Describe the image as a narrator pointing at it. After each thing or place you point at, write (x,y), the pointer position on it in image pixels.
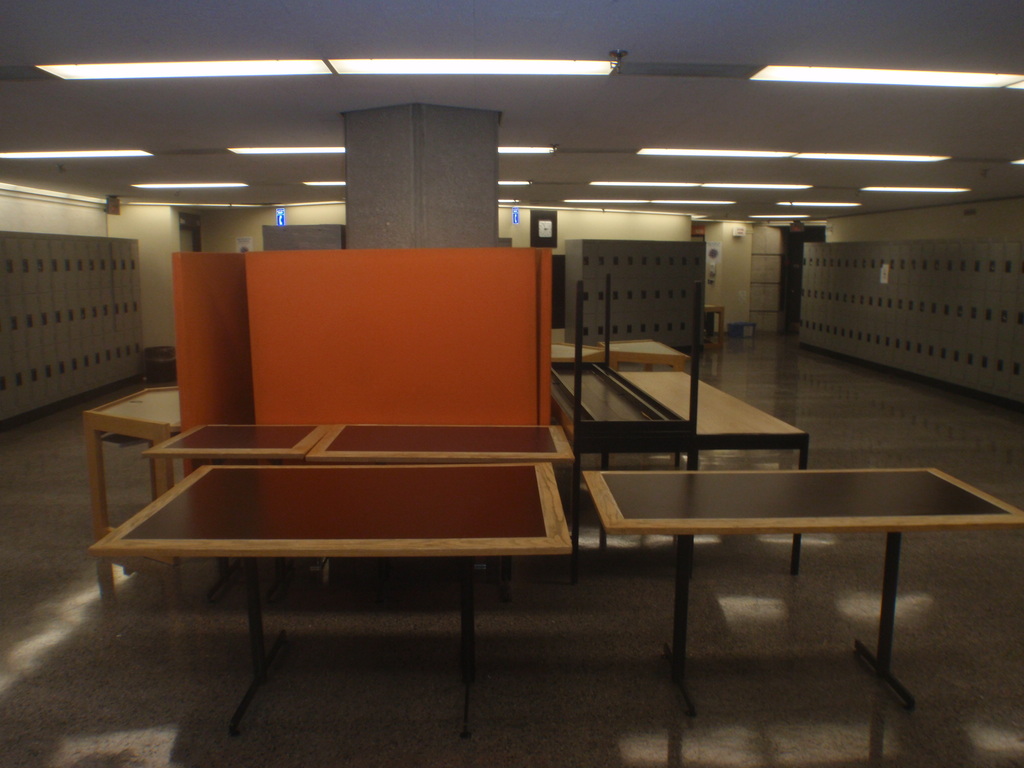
In this picture we can see few tables (384,528), lockers (73,372) and lights (723,156).
